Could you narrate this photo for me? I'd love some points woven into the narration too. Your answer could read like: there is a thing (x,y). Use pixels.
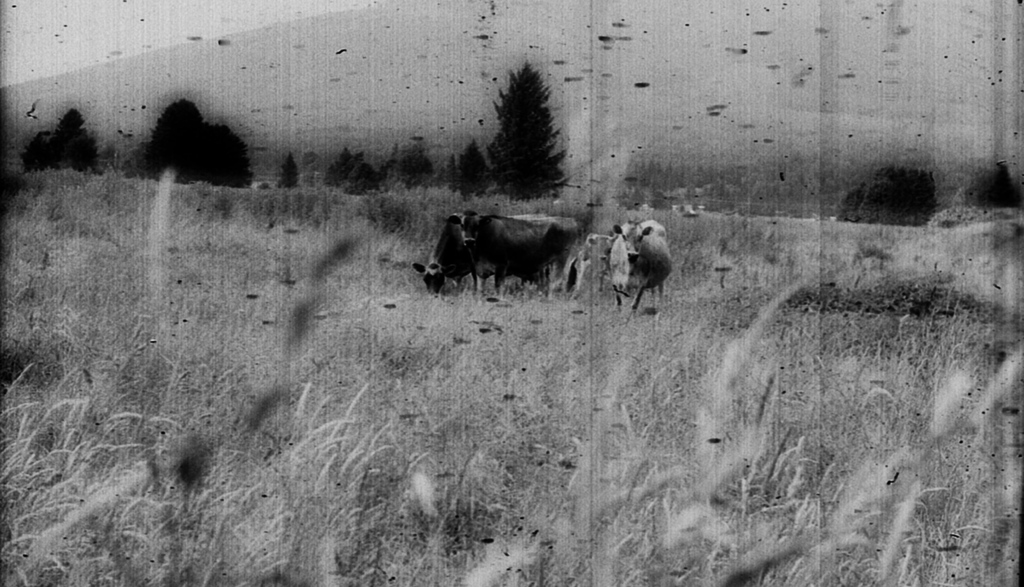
This is a black and white photo. In the center of the image (479,268) we can see the cows (478,248). In the background of the image (754,262) we can see the trees (176,153), plants (235,324). At the top of the image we can see the sky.
